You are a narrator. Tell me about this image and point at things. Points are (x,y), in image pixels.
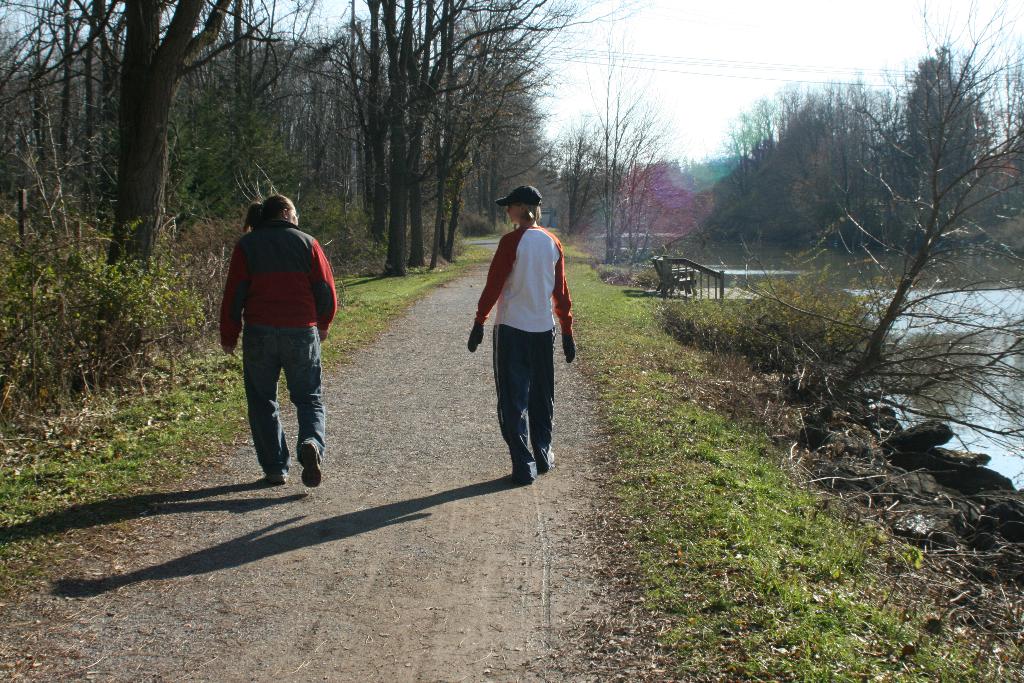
In this picture there are two persons (507,327) walking on the way (482,368) and there are few trees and a greenery ground (92,417) on either sides of them and there is water (969,349) in the right corner (969,349).
